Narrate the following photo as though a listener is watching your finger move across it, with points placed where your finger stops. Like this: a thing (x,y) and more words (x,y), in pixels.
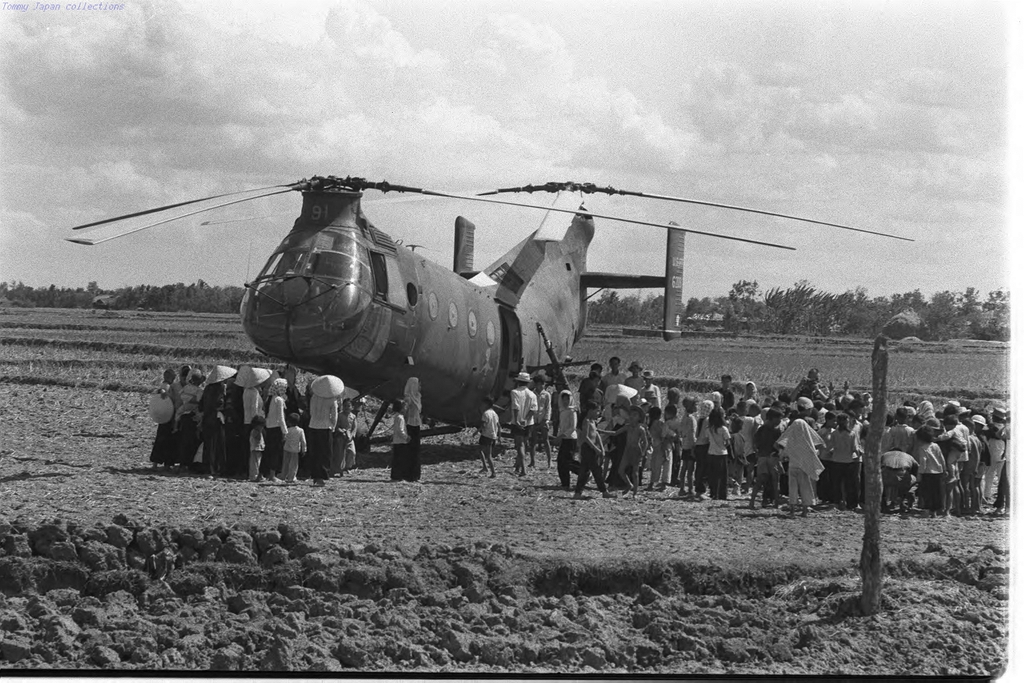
This is a black and white image and here we can see many people (319,407) and some of them are wearing caps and there is helicopter (414,290). In the background (840,330), there are trees (818,326) and we can see poles (869,509). At the bottom (405,544), there is ground (470,515) and at the top (294,107), there is sky (82,23).
